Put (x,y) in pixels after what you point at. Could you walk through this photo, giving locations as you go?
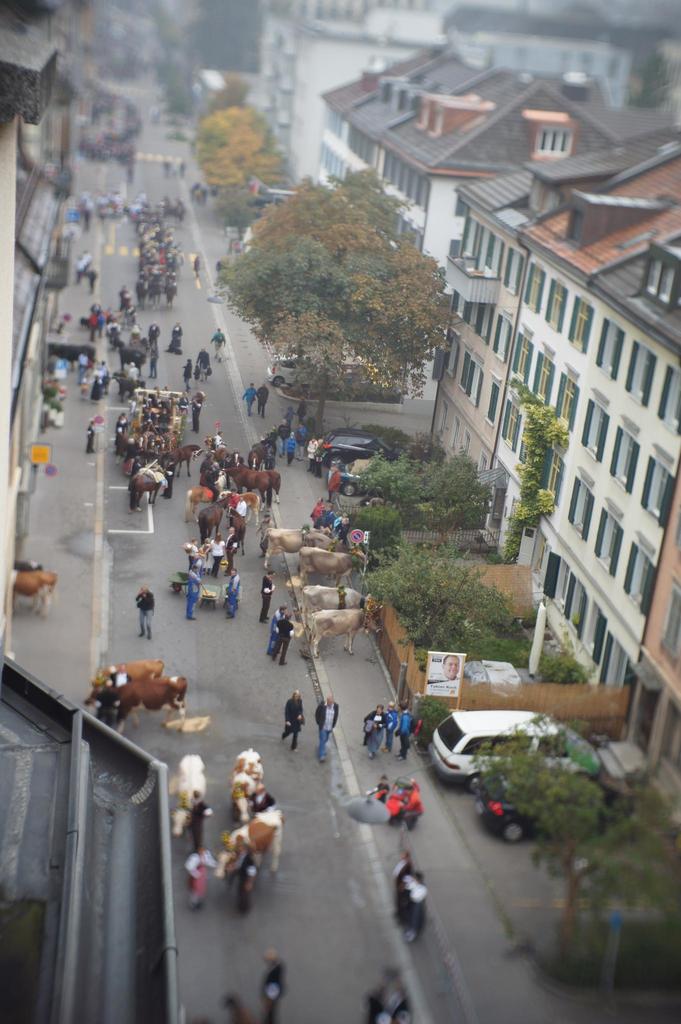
In this image I can see there are so many people (144,619) and animals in the middle of road (222,943) beside that there are plants (359,374) and cars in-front of building (490,140).
